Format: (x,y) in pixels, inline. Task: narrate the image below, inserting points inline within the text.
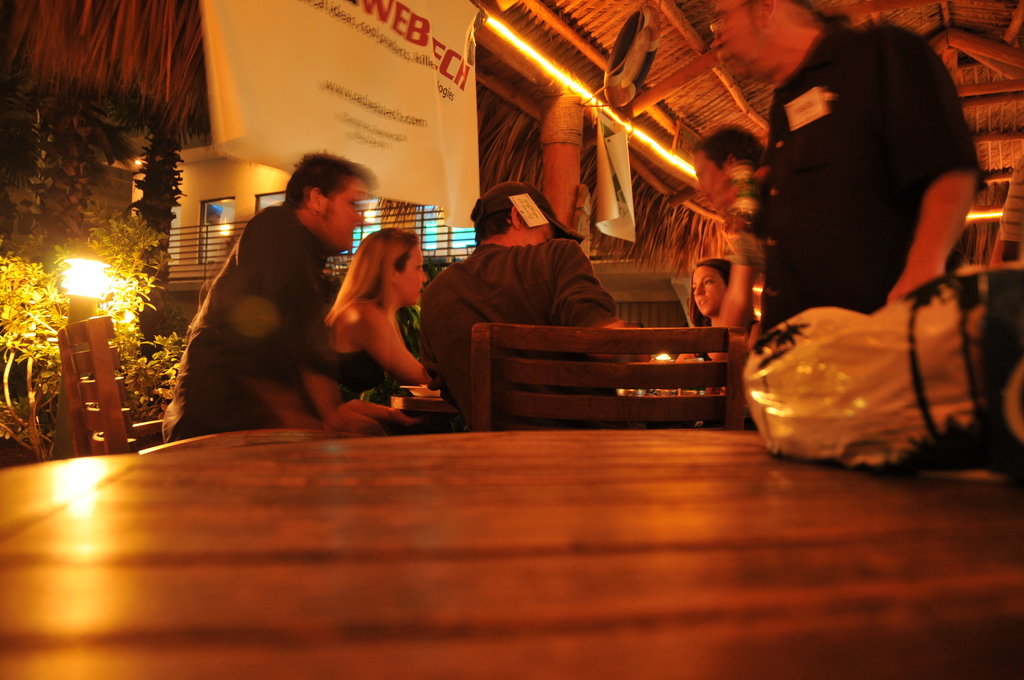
There are some people (530,237). in this room (413,275). Some are sitting on chairs (553,396). There are tables (488,568). On the table (770,492) there is a bag (845,349). In the background (400,99) there is a banner (273,153), railings (208,247), building (216,194), doors (220,208), trees (114,236) and lights (95,280) are over there.
